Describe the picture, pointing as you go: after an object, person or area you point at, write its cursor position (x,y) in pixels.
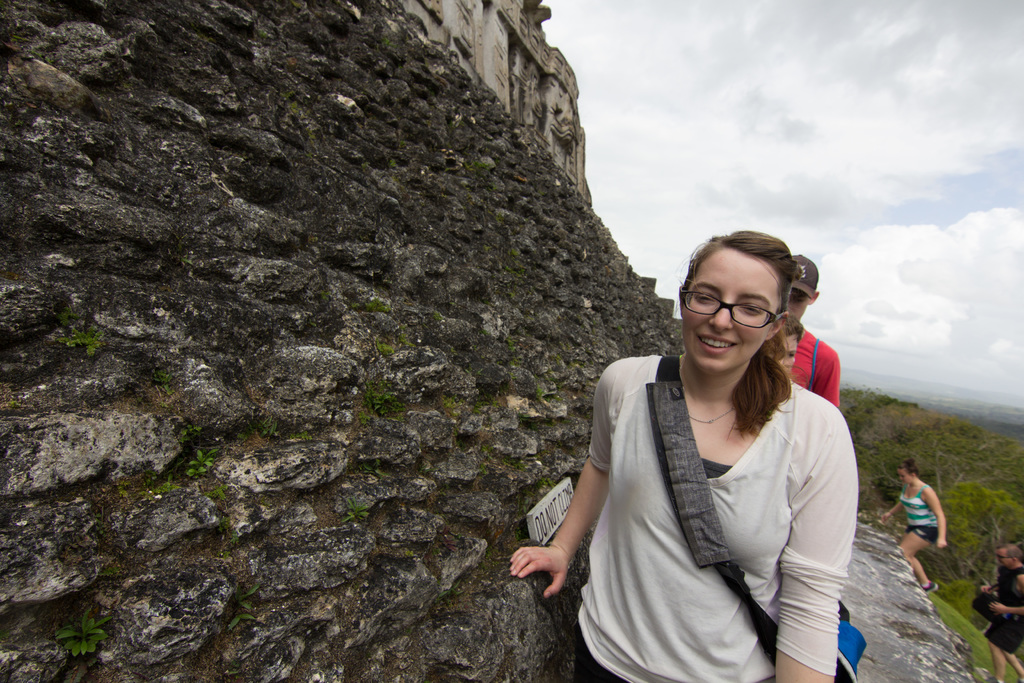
In this image in the foreground (843,594) there is a woman (708,409) wearing glasses (712,301) and at back, there some people (794,374) climbing the mountain (946,631).
